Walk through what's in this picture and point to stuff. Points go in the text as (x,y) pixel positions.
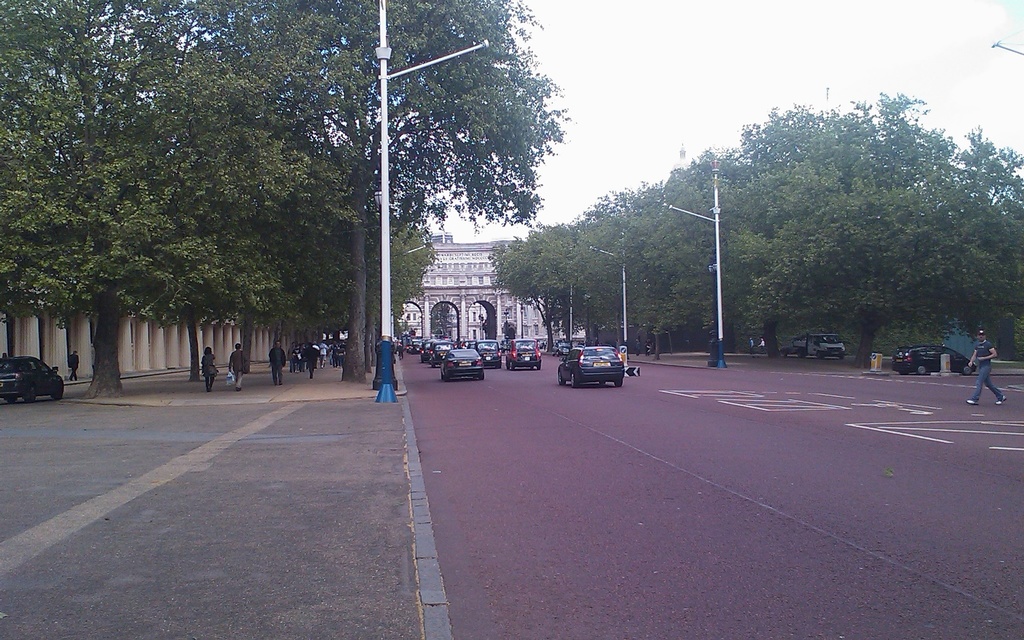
In this image there are a few vehicles (518,367) passing on the road (548,405), on the either side of the road (416,381) there are trees (366,359) and lamp posts (378,368), buildings (140,367) and there are a few people (241,378) walking on the pavement (316,379), in the background of the image (478,312) there is a building (481,307).
